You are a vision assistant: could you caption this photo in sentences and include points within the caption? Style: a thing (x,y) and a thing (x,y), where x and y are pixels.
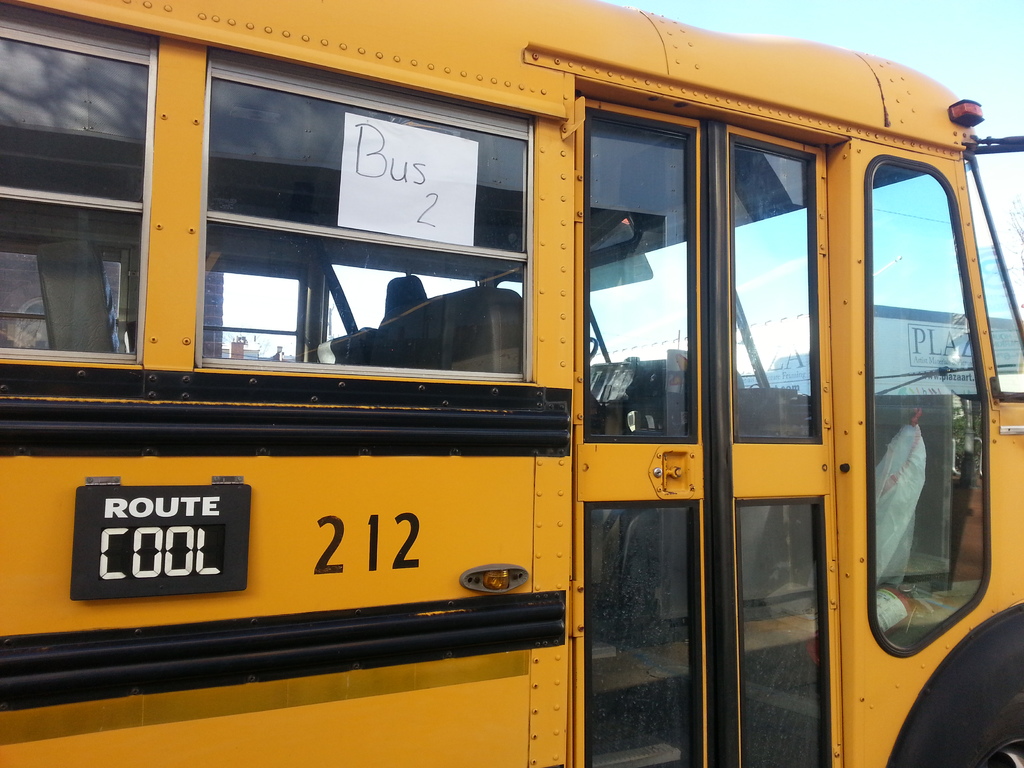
In this picture, we see a bus (660,570) in yellow and black color. We see a board (159,516) in black color with text (147,509) written as "ROUTE COOL" and we see the number (317,570) written as "212". We see a white paper (360,213) is pasted on the glass (334,154) and it is written as "BUS 2". On the right side (884,305), we see a building (889,332) in white color. At the top (944,3), we see the sky (944,3).
